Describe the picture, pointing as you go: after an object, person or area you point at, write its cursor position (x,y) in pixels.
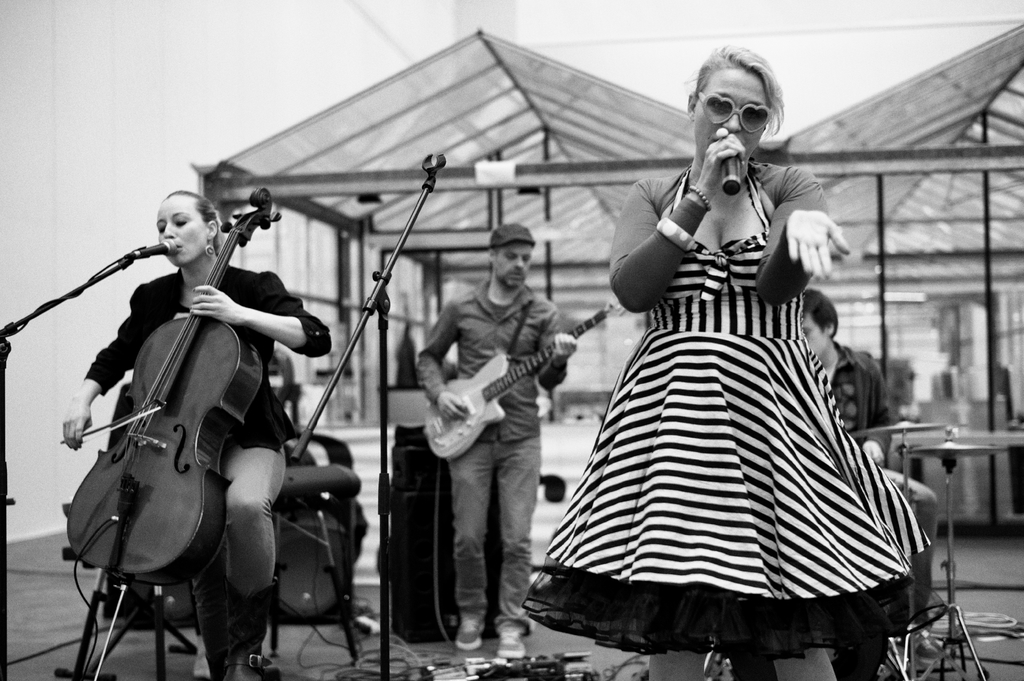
In this picture we can see four persons (275,468) on the floor (429,653). They are playing instruments (159,505) and she is holding a mike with her hand (728,153). On the background (559,153) there is a shed (636,121). And this is wall (132,120).
